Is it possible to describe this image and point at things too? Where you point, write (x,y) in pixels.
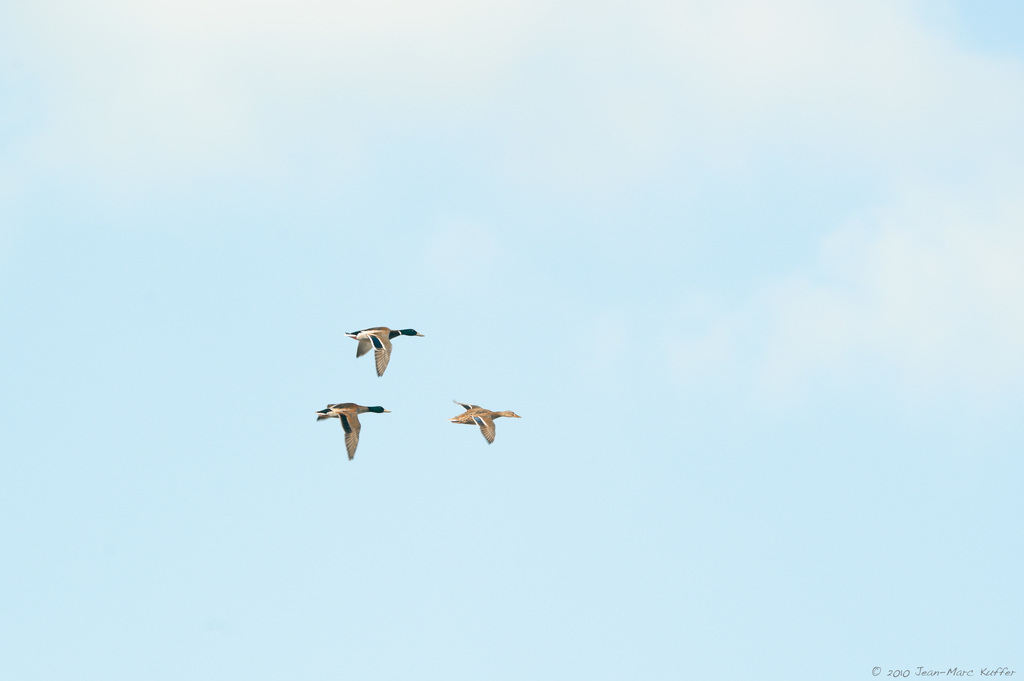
In this picture there are birds (382,337) in the left side of the image (334,377), in the sky (277,281).
